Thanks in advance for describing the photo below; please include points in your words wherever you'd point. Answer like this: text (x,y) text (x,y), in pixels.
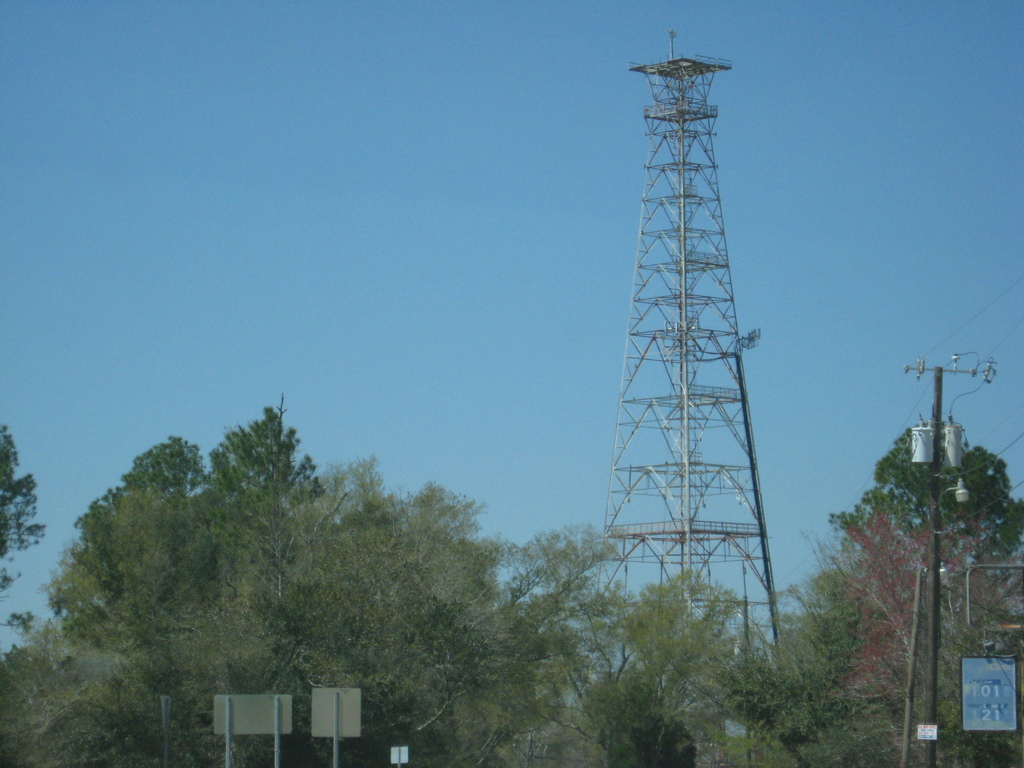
In the foreground of the picture (147,648) I can see the trees (863,513). I can see an electric pole (936,443) on the right side (936,457). I can see indication board poles (338,708) at the bottom of the picture (251,709). I can see a transmission tower (681,234). There are no clouds (612,260) in the sky (738,279).
